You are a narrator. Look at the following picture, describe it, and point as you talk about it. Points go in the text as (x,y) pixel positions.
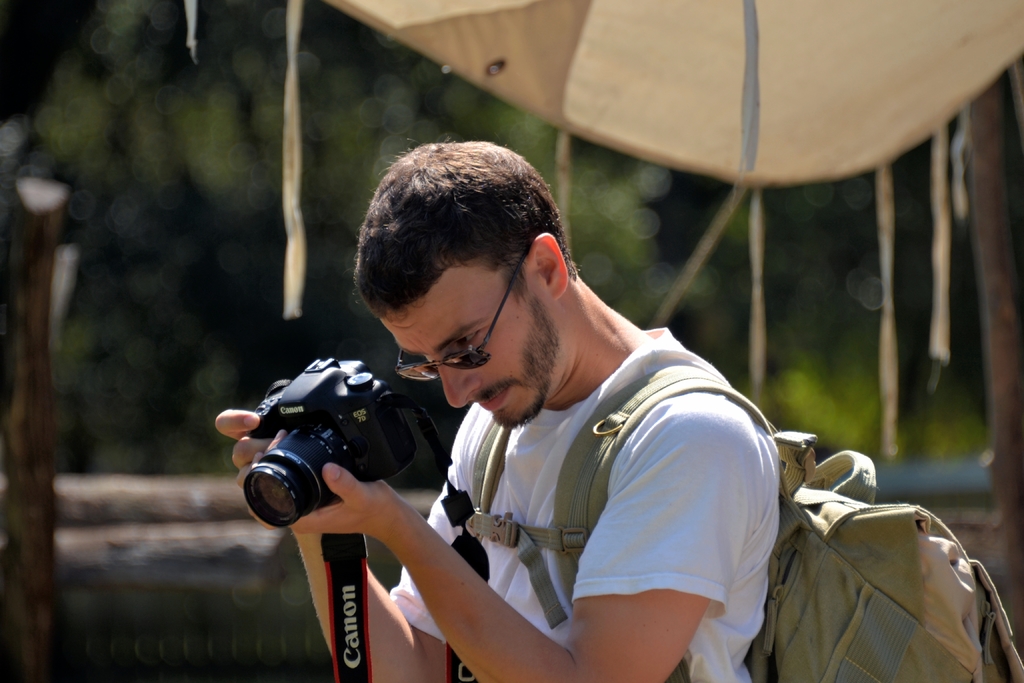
In the image we can see there is a person (459,263) who is standing and he is carrying a backpack (803,535) and he is holding a camera (320,461) and he is wearing a black colour goggles (437,367) and behind him the image is little blur.
